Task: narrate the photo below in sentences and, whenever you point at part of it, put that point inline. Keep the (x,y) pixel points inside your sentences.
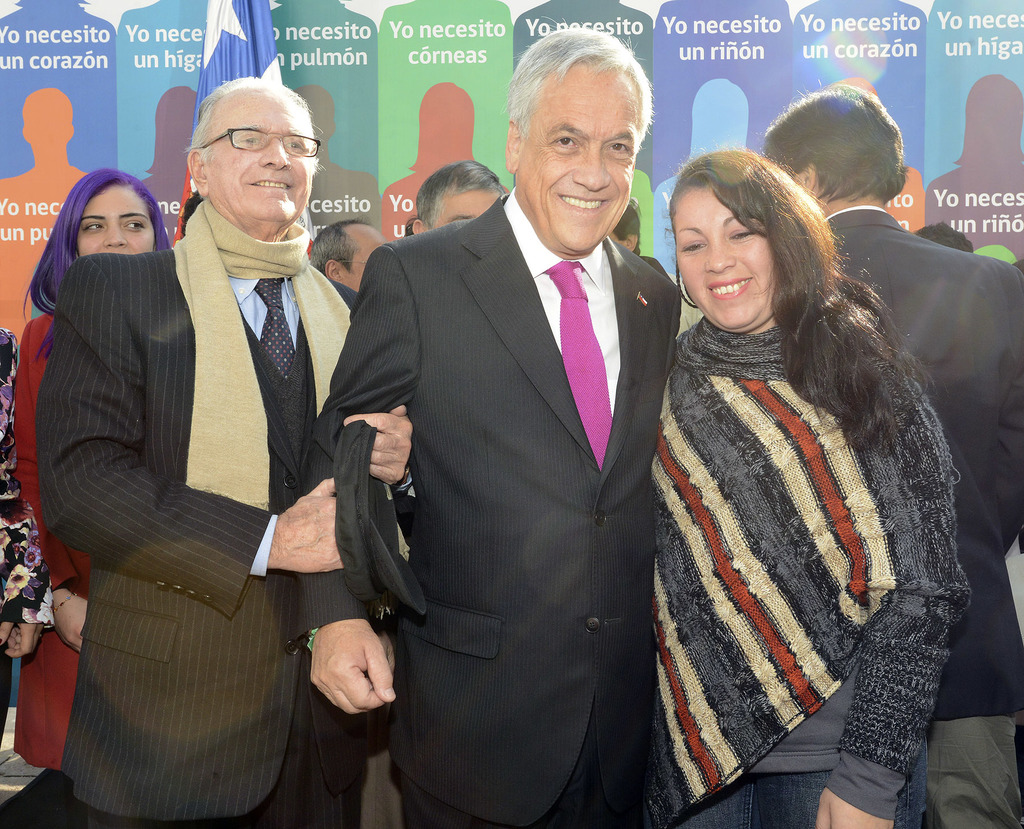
In this picture I can see 2 men (451,356) and a woman (702,387) standing in front (573,390) and I see that they're smiling. I can also see these 2 men (314,266) are wearing formal dress (313,460). In the background (25,447) I can see few people (34,368) and I see boards (675,87), on which there is something written and I can see a flag (217,34).
